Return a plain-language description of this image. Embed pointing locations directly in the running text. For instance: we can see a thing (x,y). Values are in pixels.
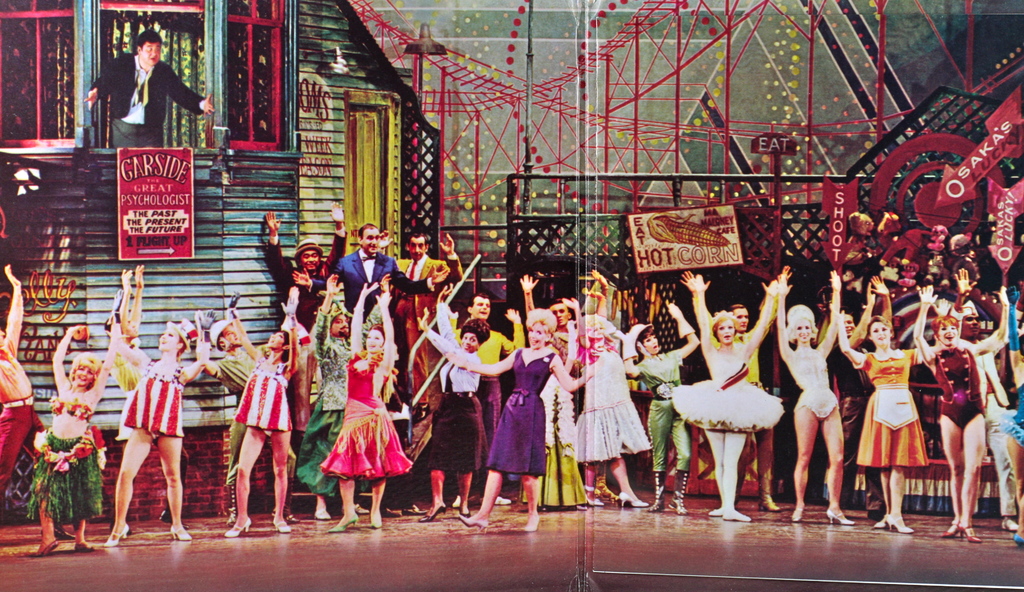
In this image there are a few people (717,379) dancing on the stage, there are a few boards (706,218) with some images (685,218) and text (308,128) are hanging, there is a railing (526,225) and there are a few metal structures (600,68), there is a person (120,89) standing in front of the window (185,114) of a house (252,145), beside the window (252,124) there is a door (363,134).
